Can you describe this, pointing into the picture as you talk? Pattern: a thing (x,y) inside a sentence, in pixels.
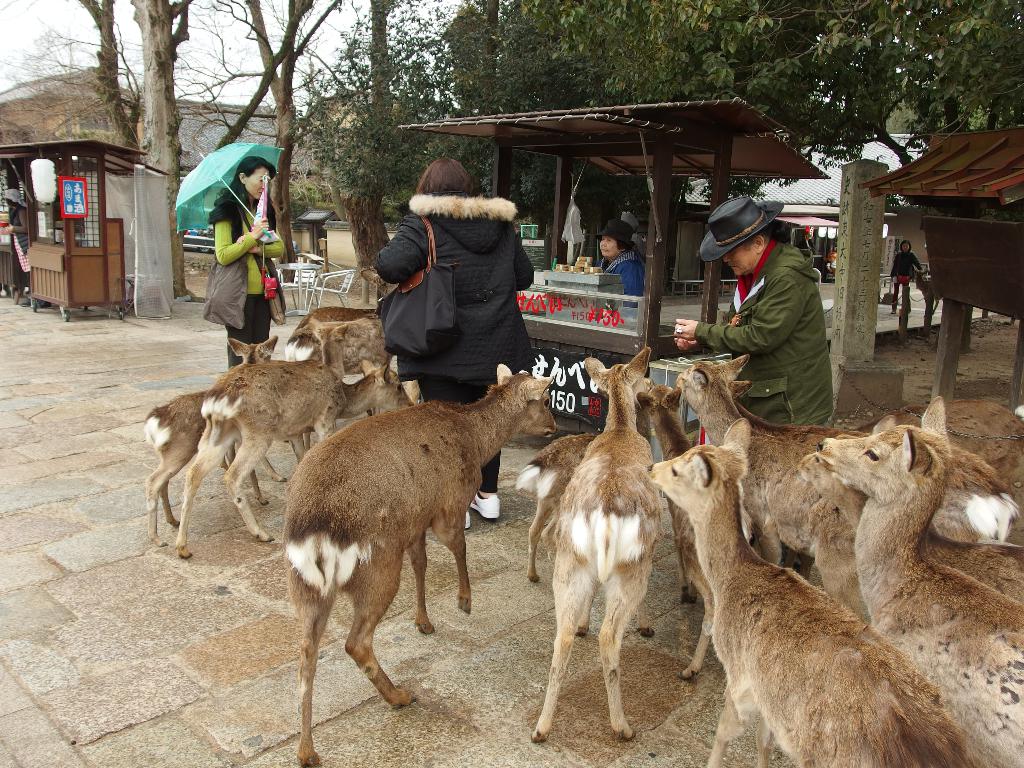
In the center of the image (461,271) we can see some persons (487,261) are there. Some of them are wearing coats (624,267), hats (726,250). Some of them are carrying bag (395,293) and holding an umbrella (218,174). In the background of the image (963,246) we can see houses (191,150), shed (109,203), boards (71,193), trees (778,56), poles (879,239). At the top of the image (324,58) there is a sky (347,27). At the bottom of the image (578,683) we can see ground (171,562), animals (740,570).
